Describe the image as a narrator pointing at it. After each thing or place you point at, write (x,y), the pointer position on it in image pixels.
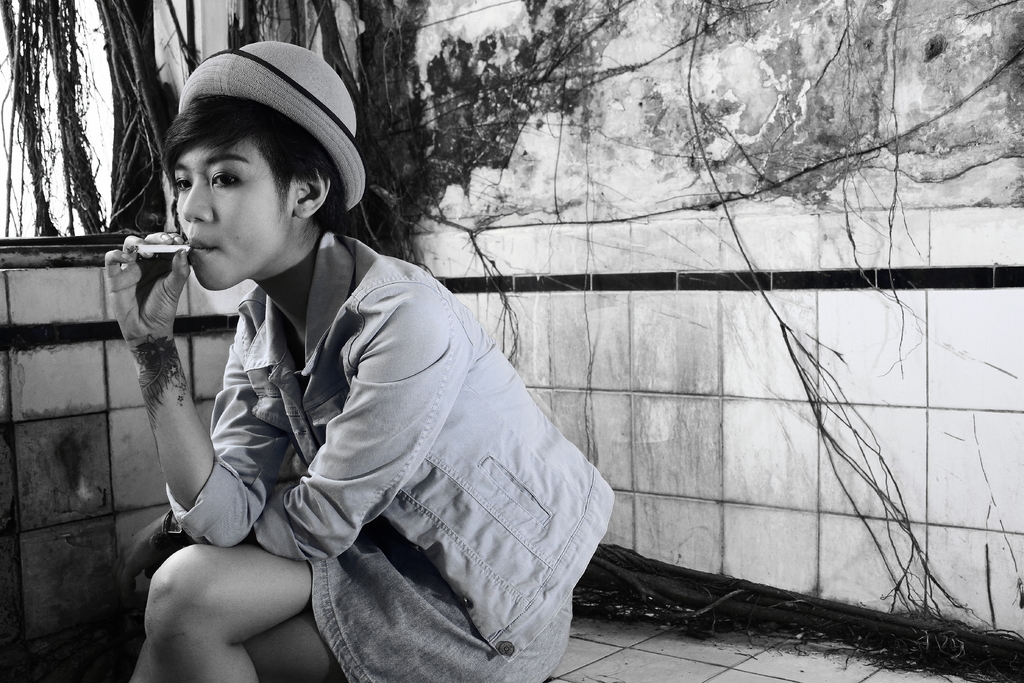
This is the picture of a person (269,456) wearing jacket (435,499) and holding the cigarette (154,249) and sitting on the floor (590,664) and also we can see some tree stems (39,642) behind.
